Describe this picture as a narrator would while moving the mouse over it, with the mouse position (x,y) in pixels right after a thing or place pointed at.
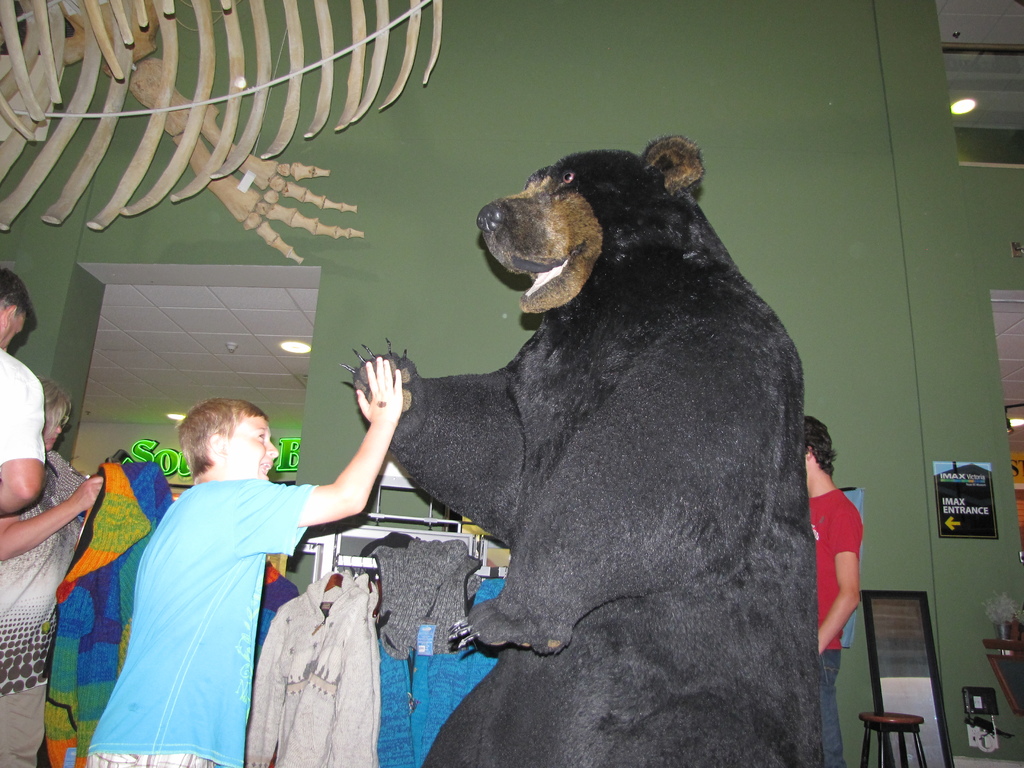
In this image there is a boy (292,527) who is giving high five to the black bear (533,551) which is in front of him. In the background (404,608) there are clothes (358,629) which are hanged to the hanger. On the left side (109,132) top there is a skeleton (127,42). On the left side (39,466) there are few people (47,485) who are holding the clothes (112,518). On the right side (891,727) there is a chair (900,718) beside the mirror (898,677). In the background (898,334) there is a wall (937,428) to which there is a poster (953,488). At the top (1000,103) there is ceiling (979,100) with the lights (971,106).
